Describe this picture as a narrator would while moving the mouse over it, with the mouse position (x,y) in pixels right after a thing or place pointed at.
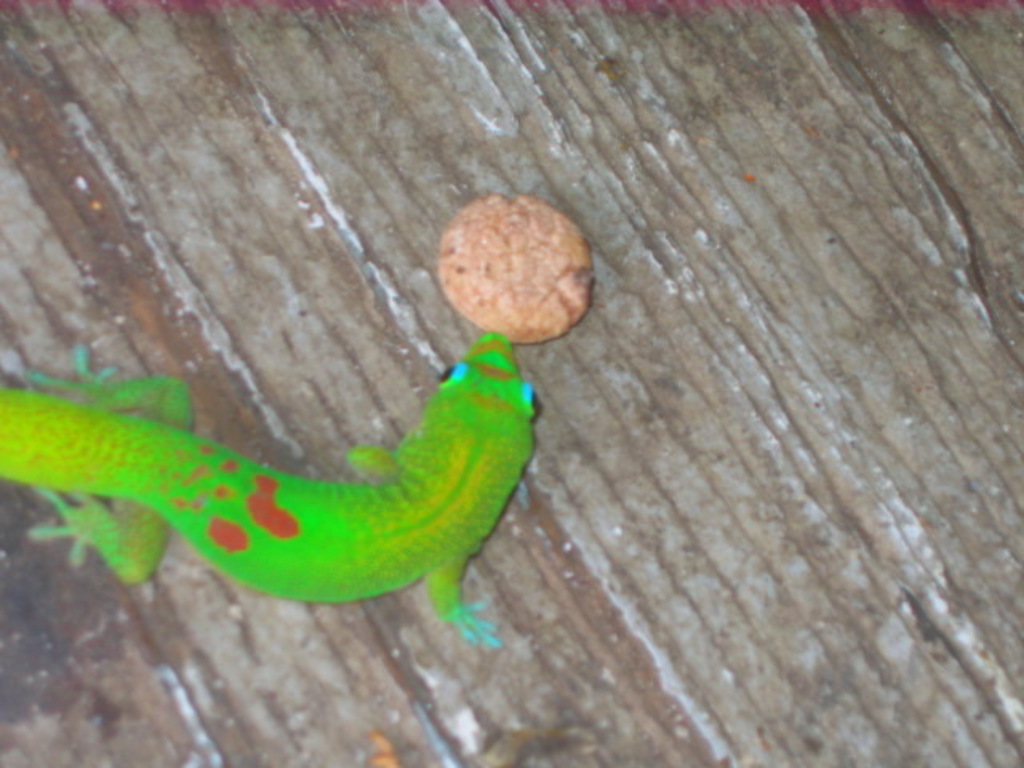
In the center of the image (427,345) we can see one rough object (777,441). On that object (607,537), we can see a lizard (445,488) and a cookie (537,301).
